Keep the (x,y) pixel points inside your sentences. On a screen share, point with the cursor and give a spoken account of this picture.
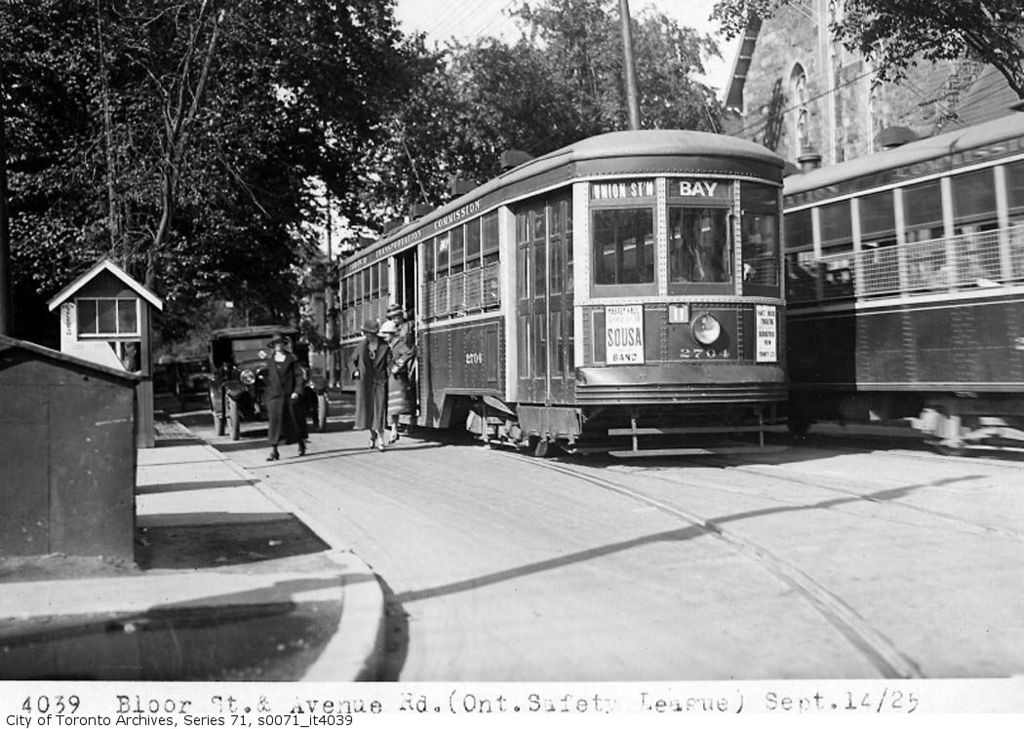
This is a black and white image. I think these are the trams (689,385). I can see a car (226,400) on the road (224,442). I can see few people (375,395) walking. This looks like a shed (106,310). These are the trees (586,115). I can see the building (797,64). These are the letters (223,704) in the image.
